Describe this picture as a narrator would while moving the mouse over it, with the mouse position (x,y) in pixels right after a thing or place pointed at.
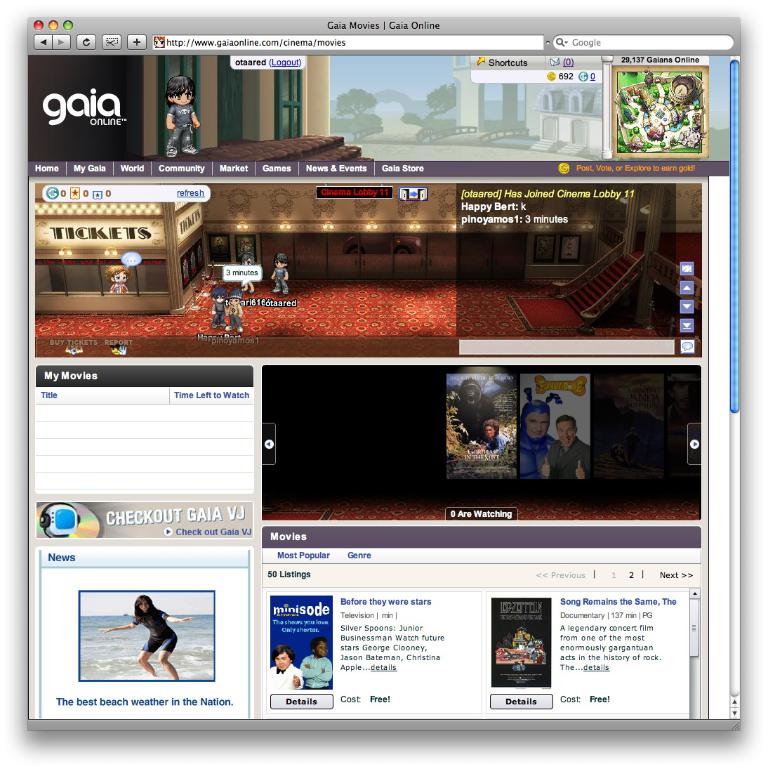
In this picture I can see a web page (244,404) and few cartoon images (237,214) and I can see pictures (512,434) of few men (527,448) and a woman (150,643) and looks like few cover pages (321,643) at the bottom of the picture (510,624) and I can see text (510,217) in the picture.
